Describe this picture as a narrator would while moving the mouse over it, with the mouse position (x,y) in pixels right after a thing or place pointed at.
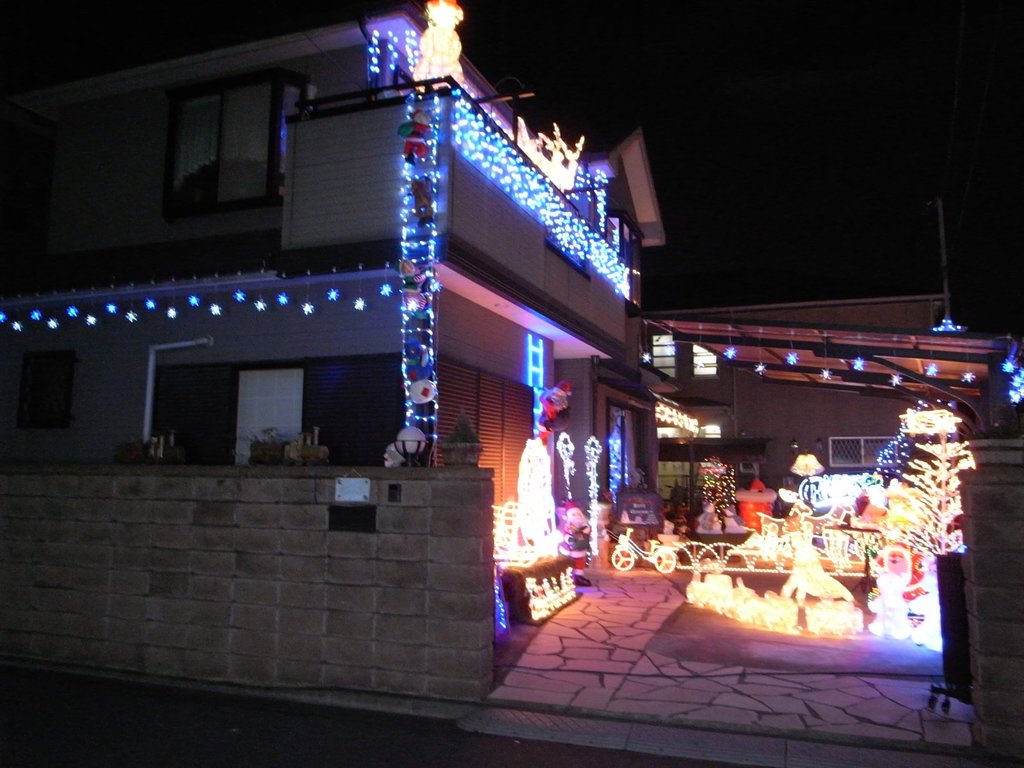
In the picture we can see the house (70,340) is decorated with lights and near the house (95,160) we can see some objects (866,530) are also decorated with lights (847,537).
